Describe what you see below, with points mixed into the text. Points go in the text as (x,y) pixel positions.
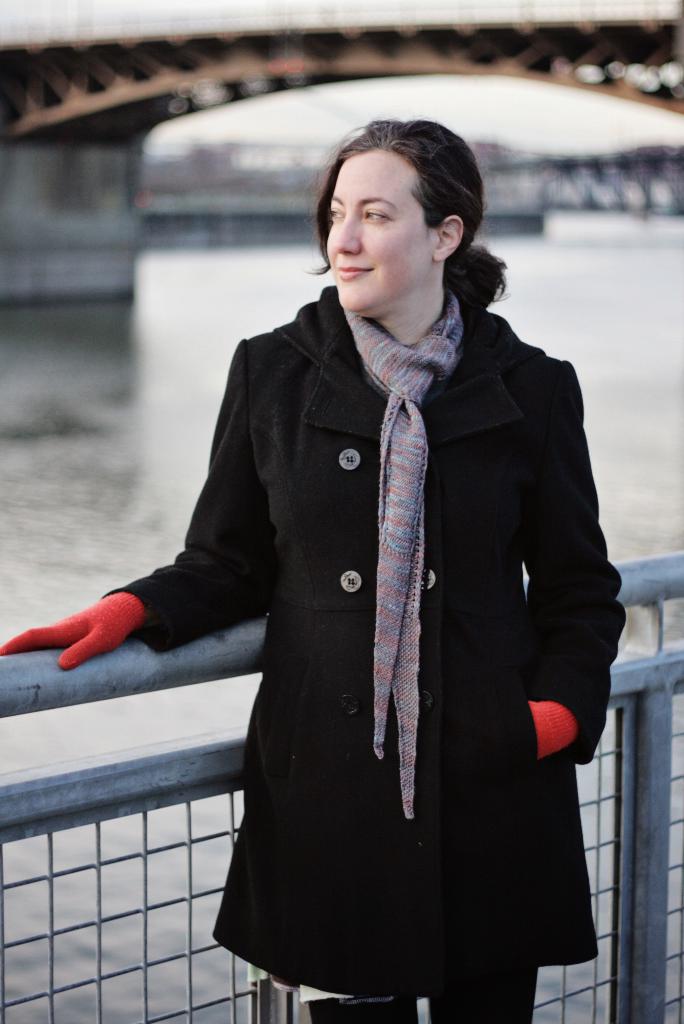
In this image I can see a woman (385,630) wearing a black color jacket (317,718), standing by holding the railing (160,679) and smiling by looking at the left side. In the background (140,156), I can see the water (127,384) and a bridge (276,51).
